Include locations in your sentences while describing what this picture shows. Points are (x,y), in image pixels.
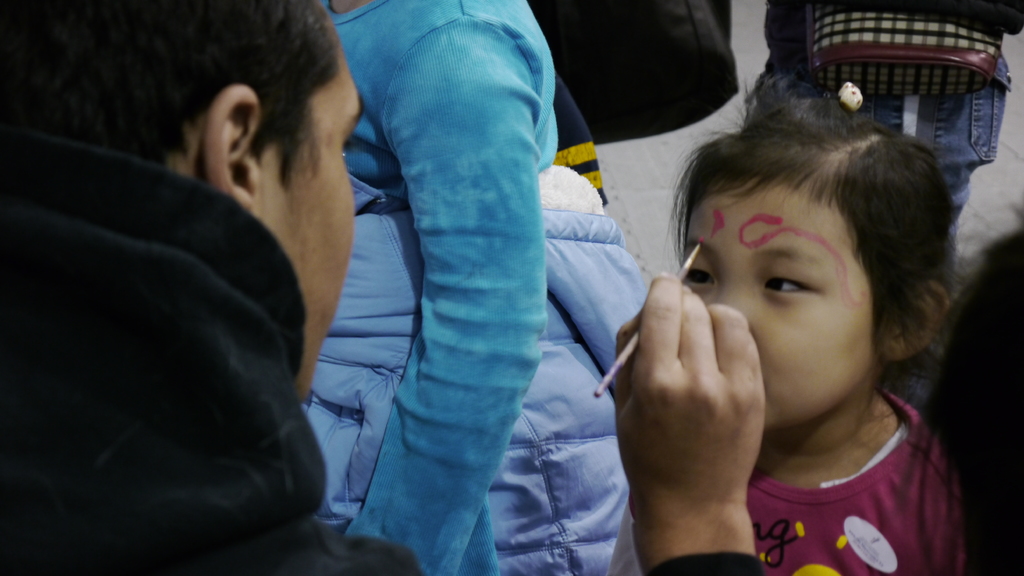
This picture describes about group of people (539,230), in the left side of the image (123,278) we can see a man (185,412), he is holding a brush (624,352), and he is painting on the girl face (787,308).
